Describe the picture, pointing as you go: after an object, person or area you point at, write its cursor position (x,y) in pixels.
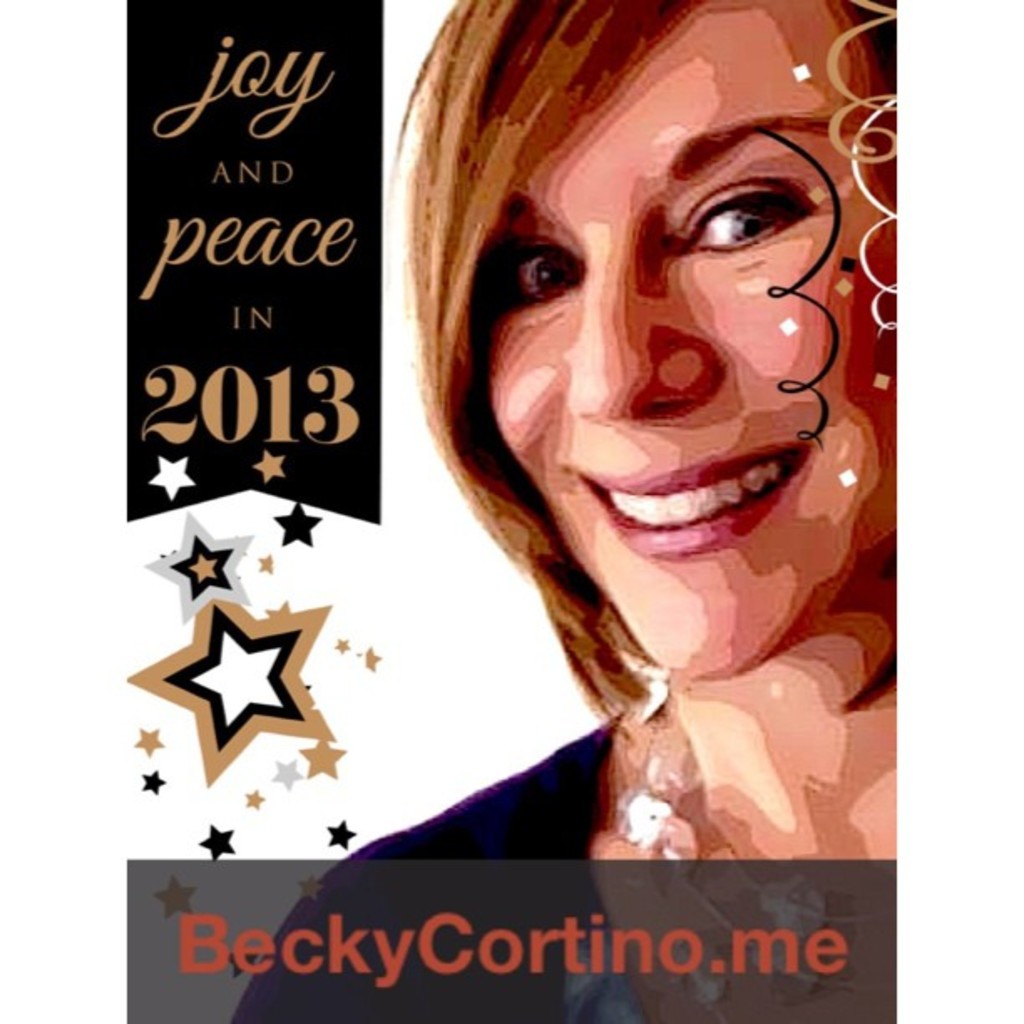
In this image there is a poster (608,428) as we can see there is a picture (731,480) a women (703,465) on the right side of this image (686,486). there is some text (273,426) written on the left side of this image (209,403), and there is some text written in the bottom of this image (438,927) as well. There are some pictures (289,641) of stars (237,615) in the bottom left side of this image (259,699).
